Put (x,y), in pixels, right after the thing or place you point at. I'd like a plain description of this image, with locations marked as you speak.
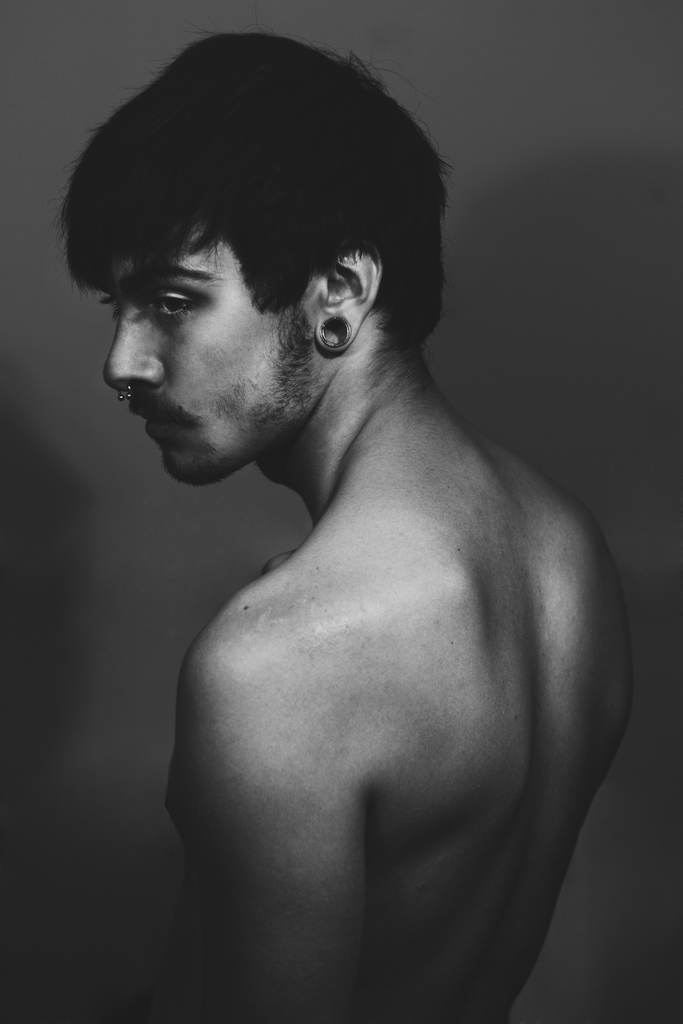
This is a black and white image, there is a man (292,38) standing without shirt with earrings (324,328) and nose ring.
